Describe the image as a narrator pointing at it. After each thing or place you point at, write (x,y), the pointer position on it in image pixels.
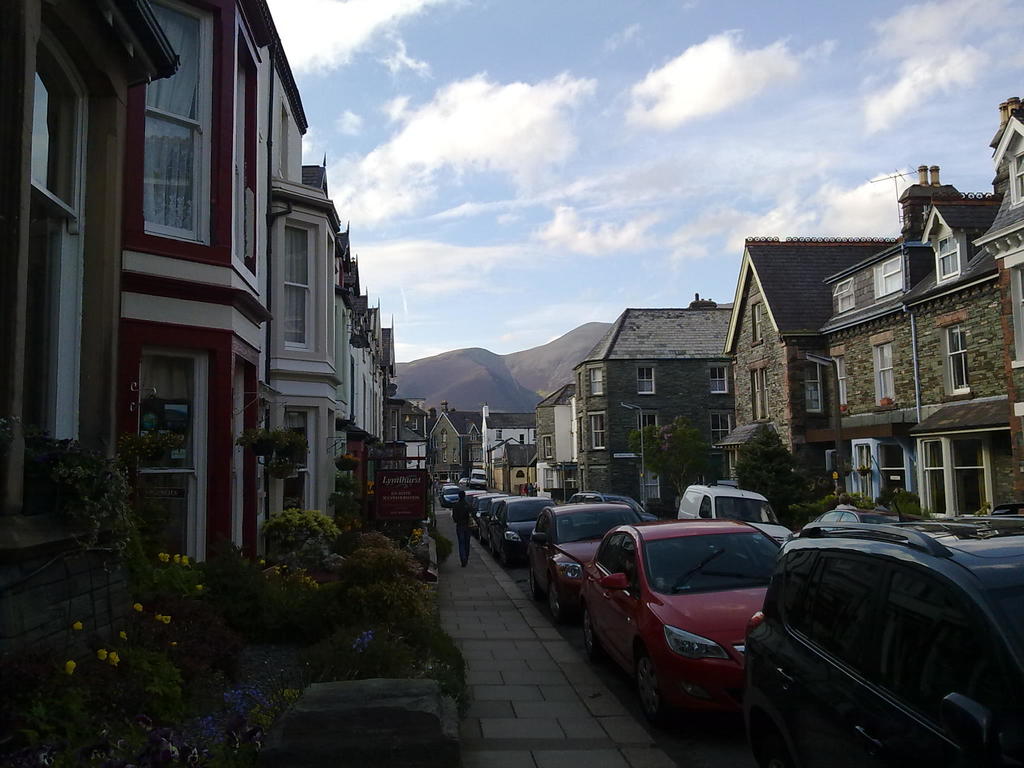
In this image there is a road (515,564) in the middle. On the road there are so many vehicles (721,554). There are buildings (790,391) on either side of the road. At the top (611,75) there is sky (589,77). In the background (518,358) there are hills (510,374). On the left side (307,613) there is a footpath (462,633) on which there are flower plants (297,591) and boards (406,480).
